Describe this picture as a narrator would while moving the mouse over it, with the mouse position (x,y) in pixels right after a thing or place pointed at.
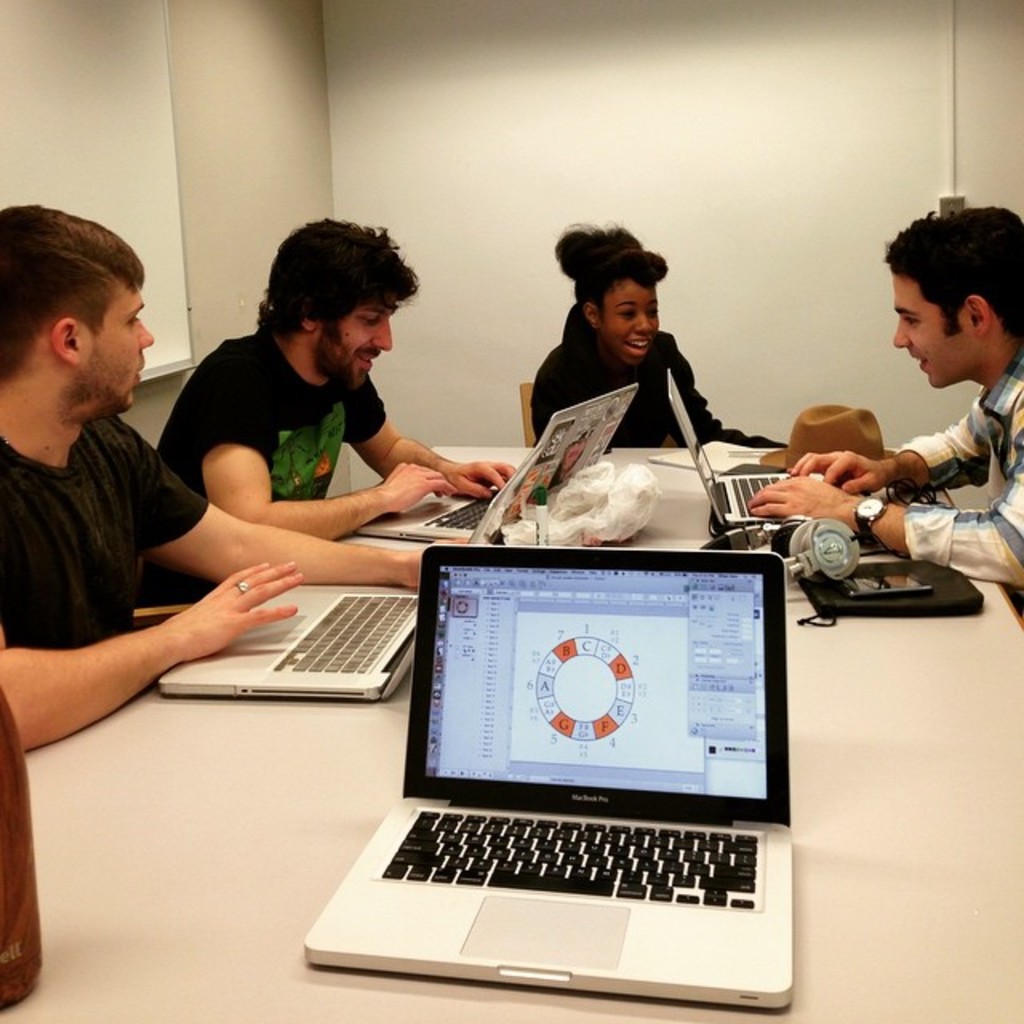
People (633,360) are sitting on the chair (523,426) near the table (887,743) and on the table (853,683) laptop (678,685), headphones (817,545) are present.
